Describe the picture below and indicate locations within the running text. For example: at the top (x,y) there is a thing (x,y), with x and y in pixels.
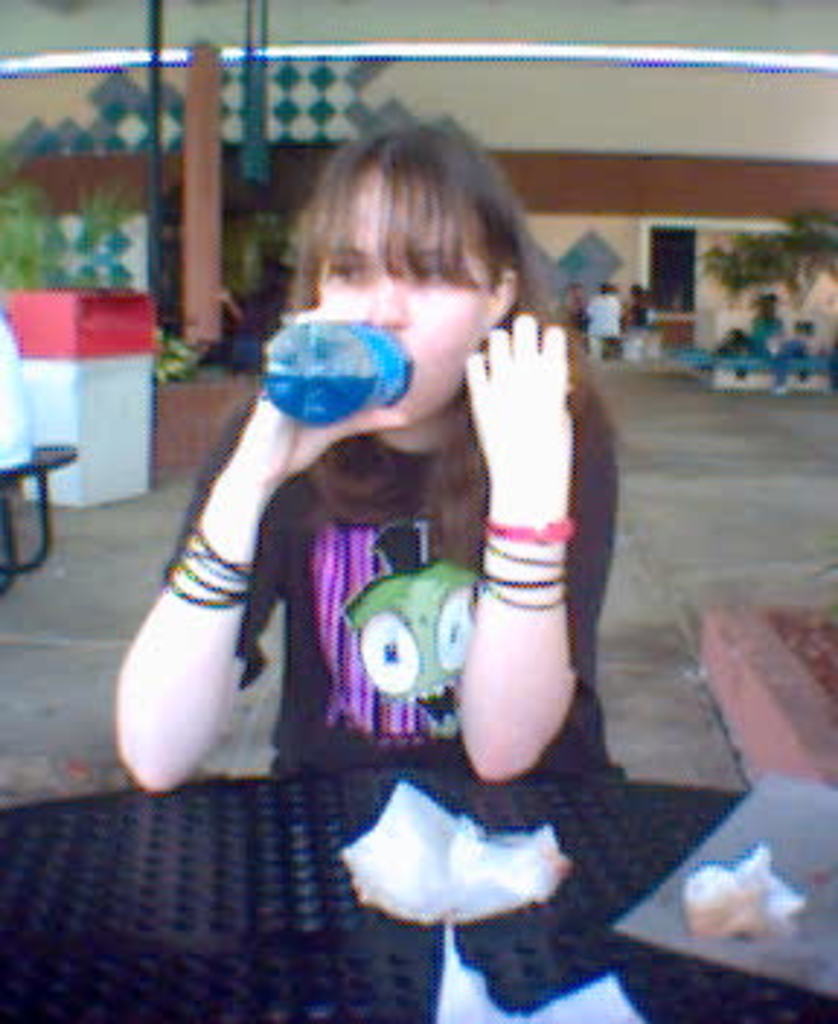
A woman (439,214) is sitting at a table (689,972) and drinking with a bottle (349,344) in her hand (302,450).
